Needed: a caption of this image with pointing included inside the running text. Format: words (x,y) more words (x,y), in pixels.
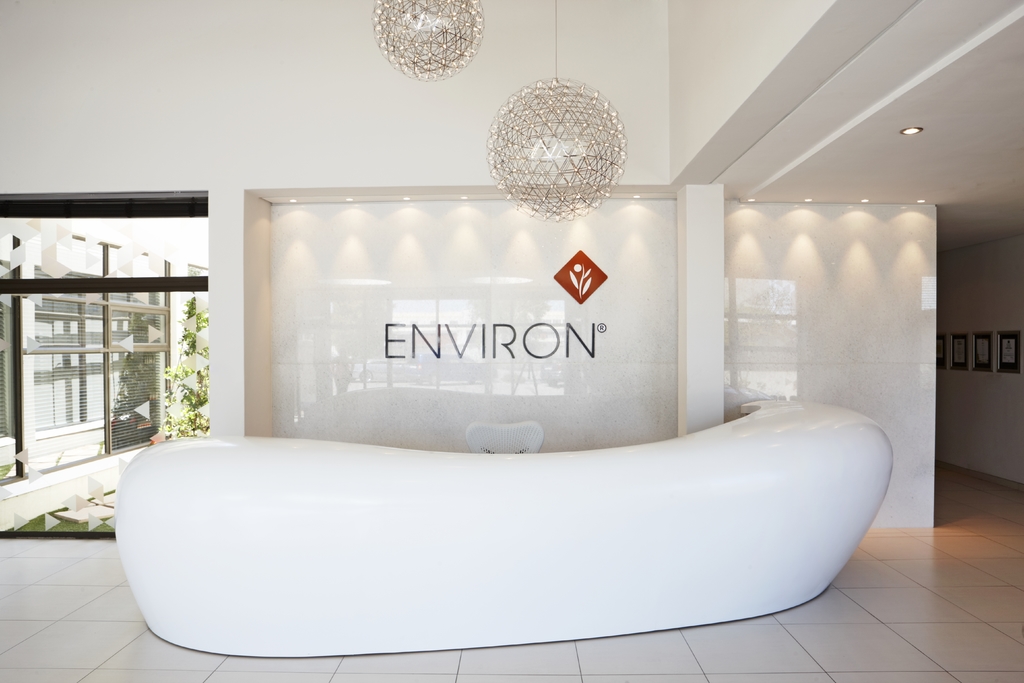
The image is clicked inside a building (295,366). In this picture we can see lights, chandeliers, desk (220,481), chair (511,441) and wall (535,338). In the center of the picture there is text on the wall (605,361). In the left (121,363) there is a glass window (107,400), outside the window (141,381) there is a plant (199,403). On the right (973,343) there are frames (977,349) attached to the wall (1000,436).
